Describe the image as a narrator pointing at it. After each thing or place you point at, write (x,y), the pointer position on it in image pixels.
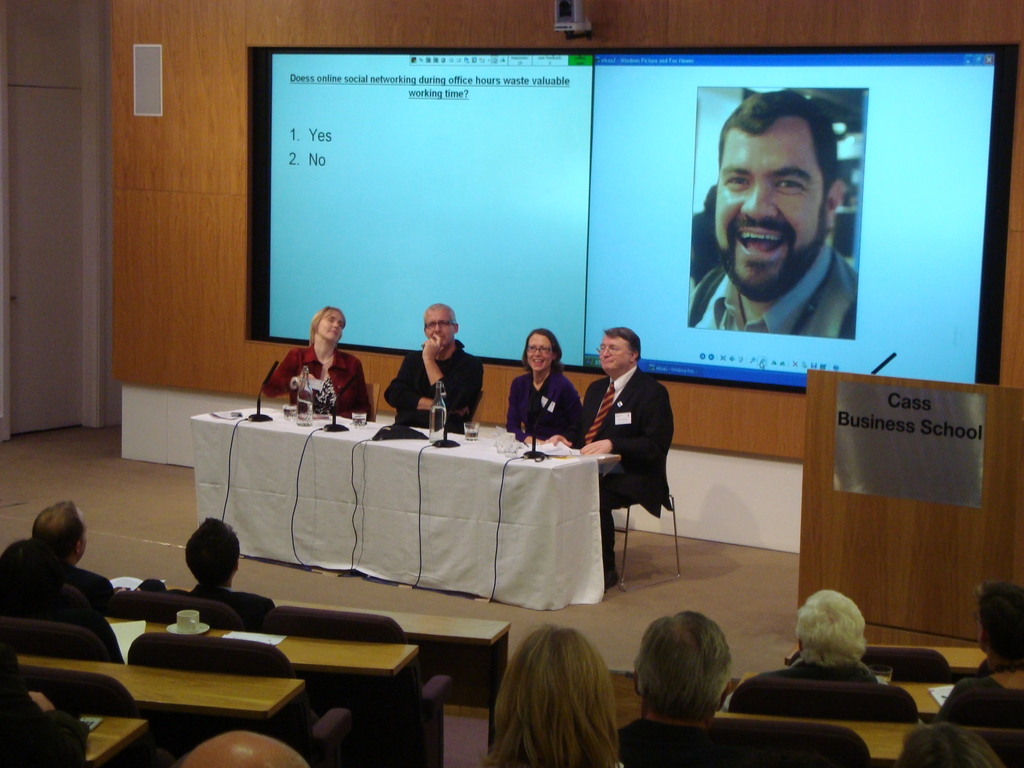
At the bottom of the image (539,649) few people (202,574) are sitting and there are some tables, on the tables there are some papers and cups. In the middle of the image (357,443) we can see a table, on the table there are some microphones (334,404), cups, bottles (303,395) and papers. Behind the table (436,464) four persons (634,461) are sitting and smiling. Behind them there is wall (962,15), on the wall (1022,267) there is a screen (918,57).
